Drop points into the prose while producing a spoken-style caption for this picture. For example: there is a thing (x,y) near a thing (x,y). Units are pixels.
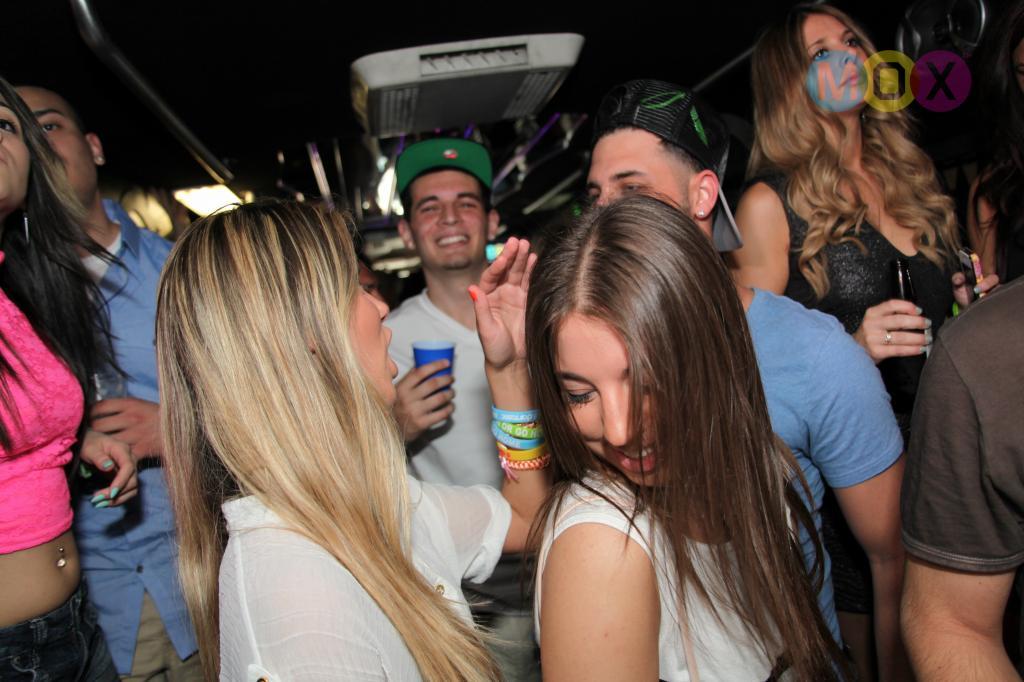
In the foreground of this image (887,489), there are people (546,607) and a man (450,393) is holding a blue glass (446,355). At the top (478,71), there is a white object (421,74) and background (318,164) image is unclear.
